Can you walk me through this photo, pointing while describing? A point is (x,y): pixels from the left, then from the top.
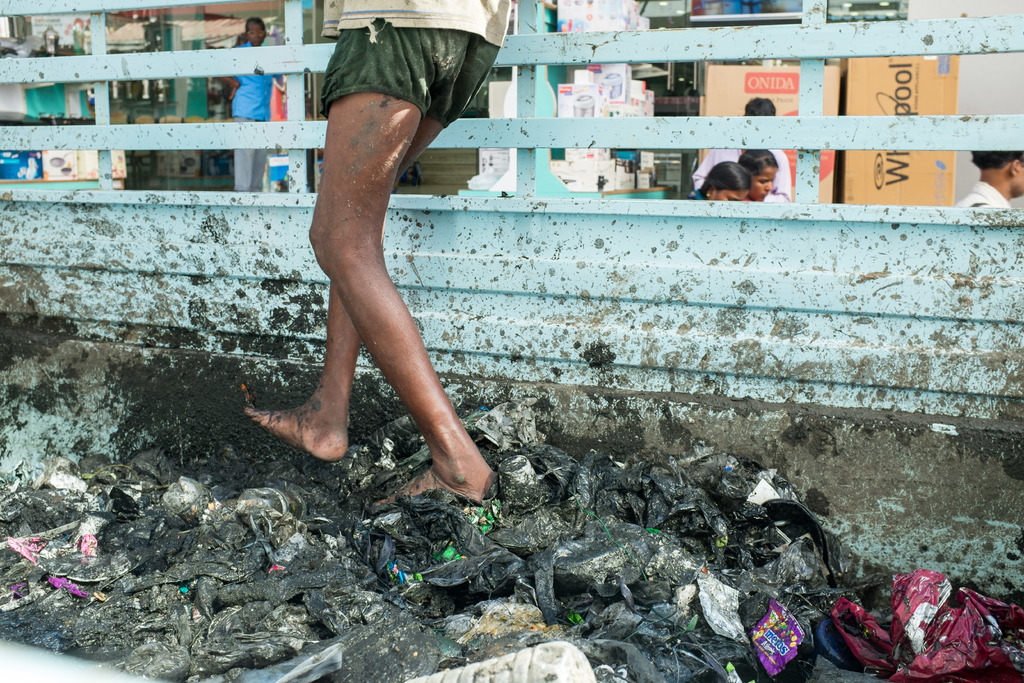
In this picture we can see a man (384,217) is standing on the vehicle (490,249), in the background (607,89) we can find few more people (984,178) and some other things (154,103).
